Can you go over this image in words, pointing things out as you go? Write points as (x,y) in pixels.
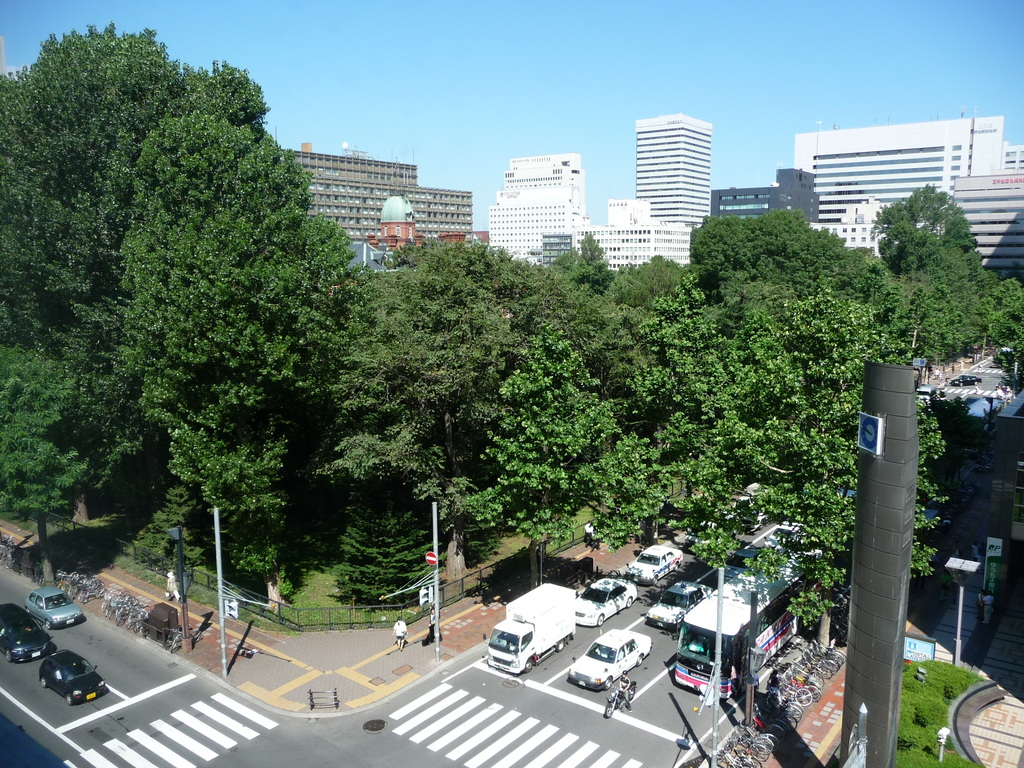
In this picture we can see some vehicles (617,658) are on the roadside (564,689) few people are walking, around we can see some buildings (995,523), trees (1,291).
